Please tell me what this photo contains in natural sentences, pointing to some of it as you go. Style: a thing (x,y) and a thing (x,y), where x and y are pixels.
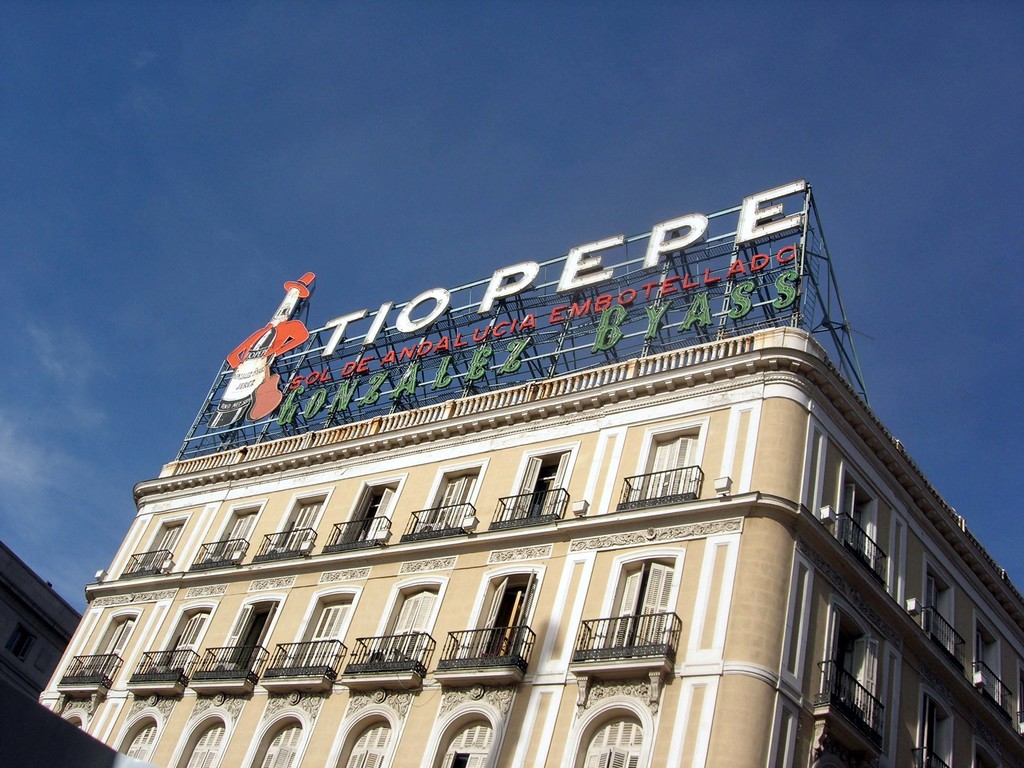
In this image there is the sky (510,118) truncated towards the top of the image (462,119), there is a building (547,607) truncated towards the bottom of the image (121,719), there is a building (24,662) truncated towards the left of the image (23,608), there is text (413,382) on the building (651,736), there are windows (641,622), the building (579,598) is truncated towards the right of the image (968,605).
